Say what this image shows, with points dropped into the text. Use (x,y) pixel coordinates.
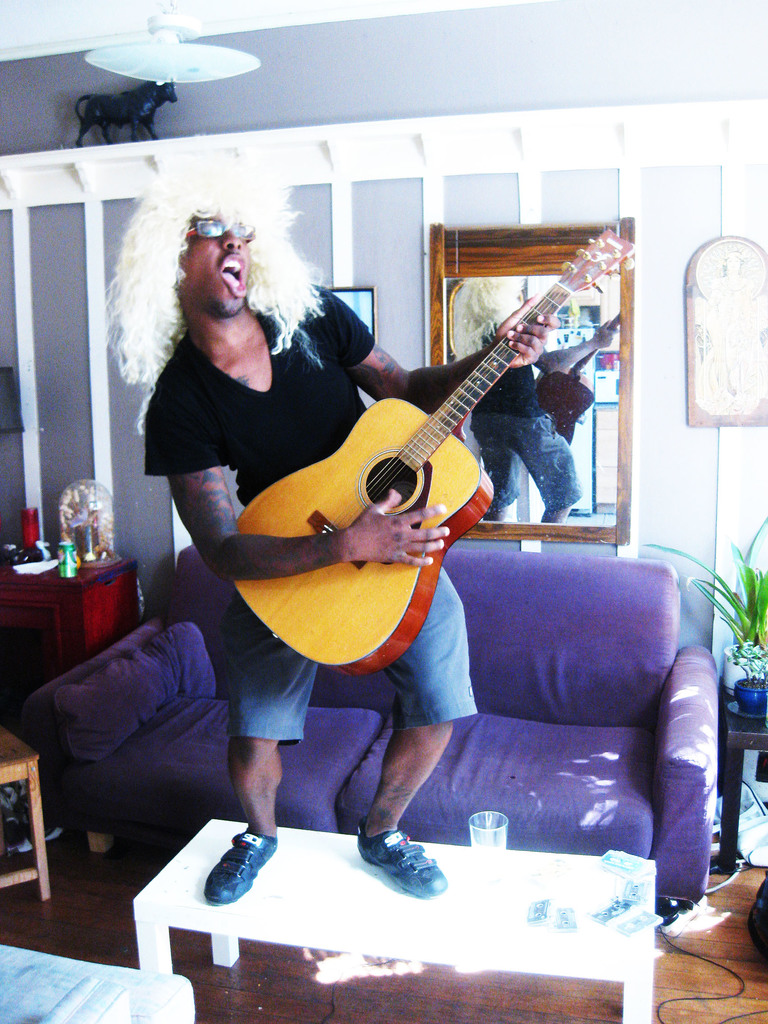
This picture describe about a man (258,362) standing on the white center table (343,896), wearing a black t-shirt (279,431) and white artificial hairs (287,281), standing on the table (248,893) and playing a guitar (352,657) and singing. Behind we can see the purple couch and a wooden rafter (30,185) and a cow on the top (156,115). On the left side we can see the table (44,576) on which a can (69,569) is kept and a wooden flooring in the ground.
